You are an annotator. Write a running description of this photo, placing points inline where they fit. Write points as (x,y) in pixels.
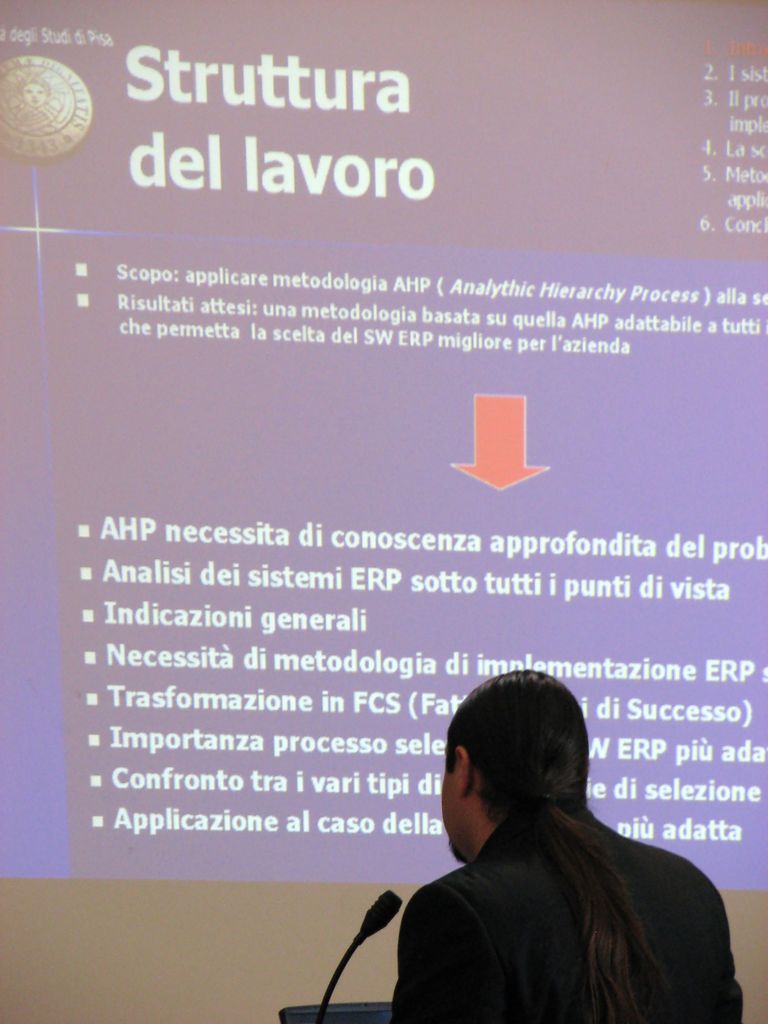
On the right side (515,711), there is a person (568,1002) in black color suit (648,878), standing in front of a mic (346,967) which is attached to a stand (329,992). In the background (263,672), there is a screen (85,251) having white color texts (418,168) and red color mark (511,467).
